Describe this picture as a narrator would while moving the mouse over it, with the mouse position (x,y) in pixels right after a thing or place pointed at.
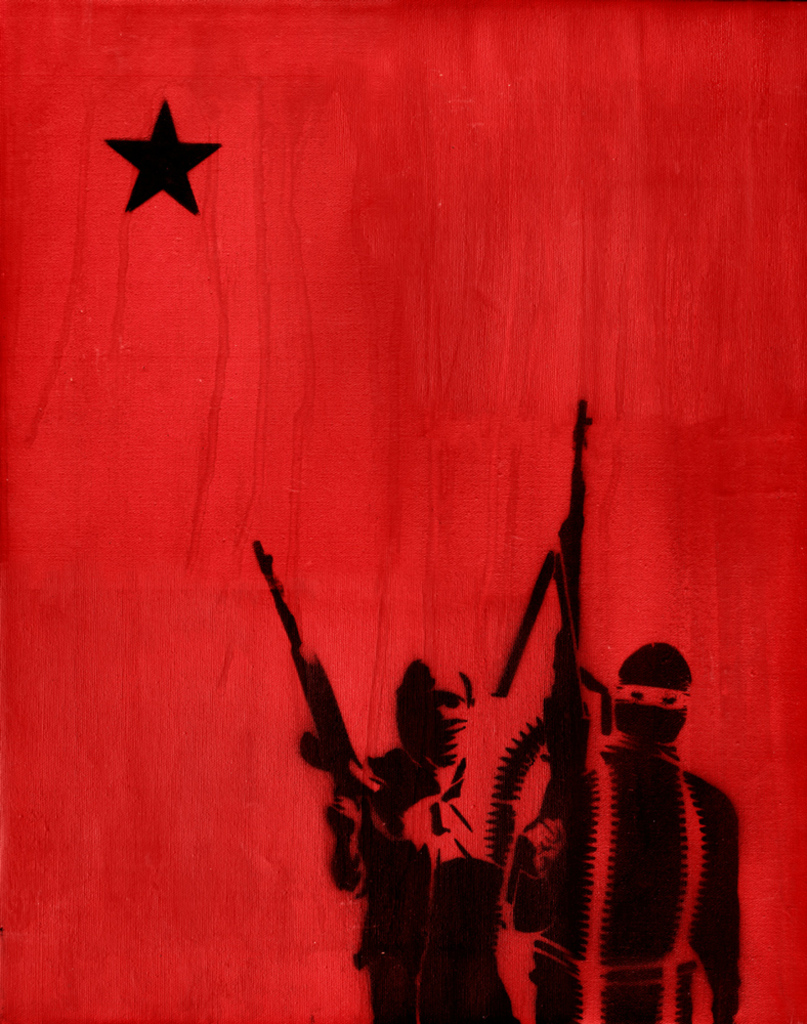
In the picture we can see a painting (539,913) of two men (633,720) standing and holding the guns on the red color wall (212,287).
